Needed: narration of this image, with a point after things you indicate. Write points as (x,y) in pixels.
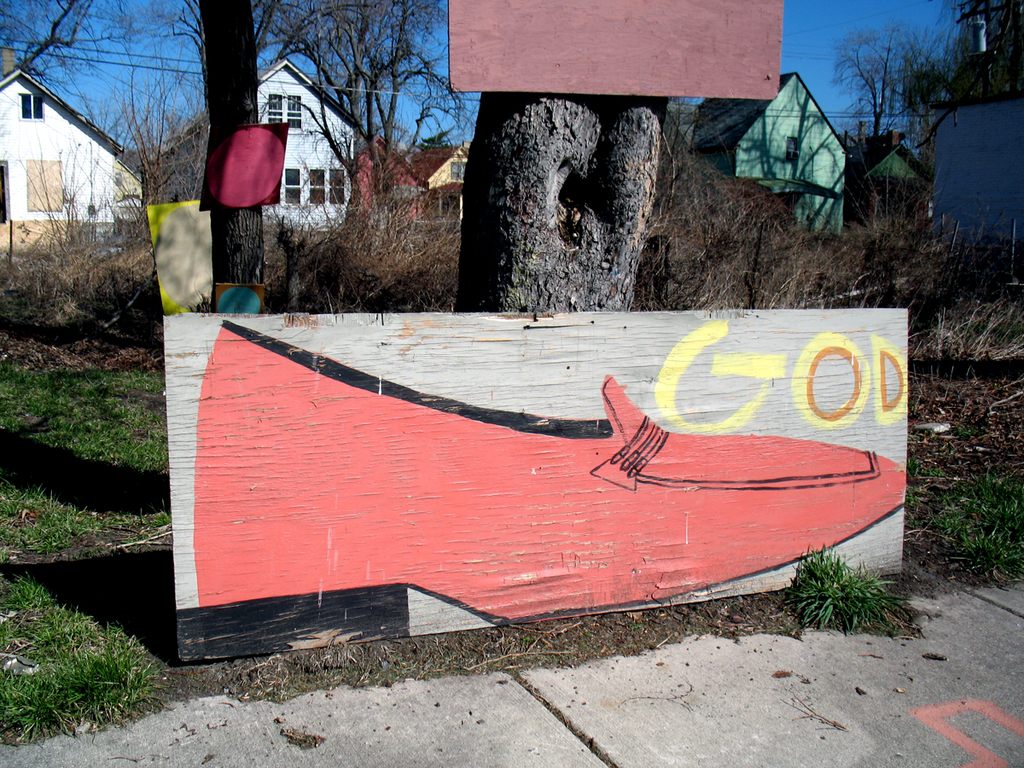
In this picture there is a poster (453,351) in the center of the image (435,436) in front of the trunk (590,184) and there are posters (222,137) in the image and there are houses (394,158) and trees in the background area of the image (1006,91).
